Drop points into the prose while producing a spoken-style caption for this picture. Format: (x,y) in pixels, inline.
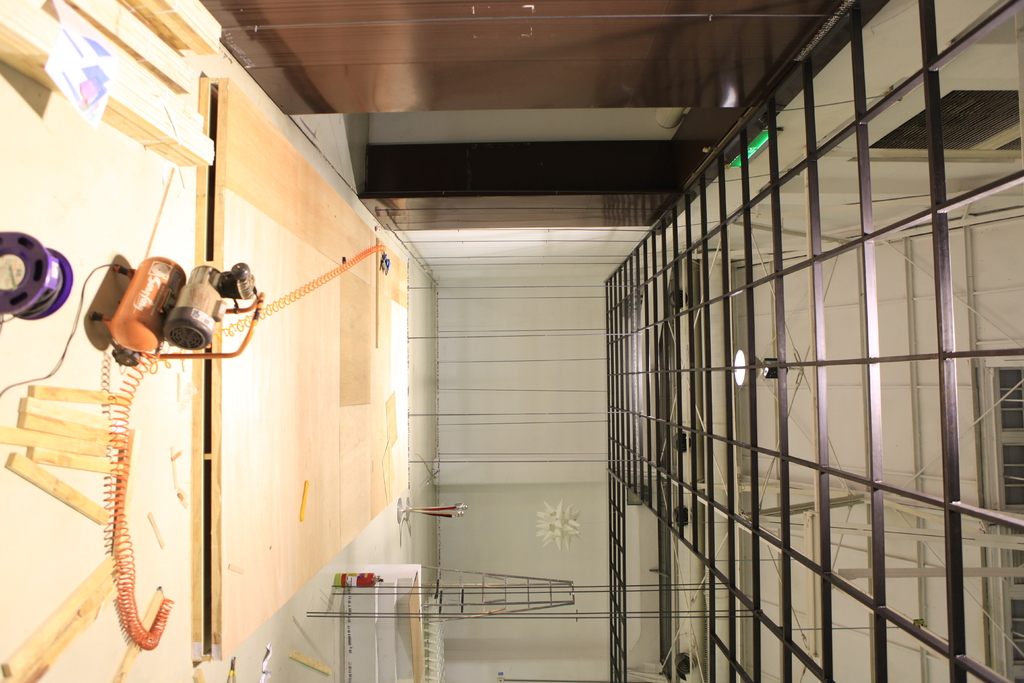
On the left side of the image (258,574) we can see a wooden board (224,372), a machine (157,320) and a wire (151,637). In the middle of the object (646,546) we can see a ladder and a decoration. On the right side of the image (890,473) we can see a roof (782,206) with a grid (783,184) and a light (741,161).
